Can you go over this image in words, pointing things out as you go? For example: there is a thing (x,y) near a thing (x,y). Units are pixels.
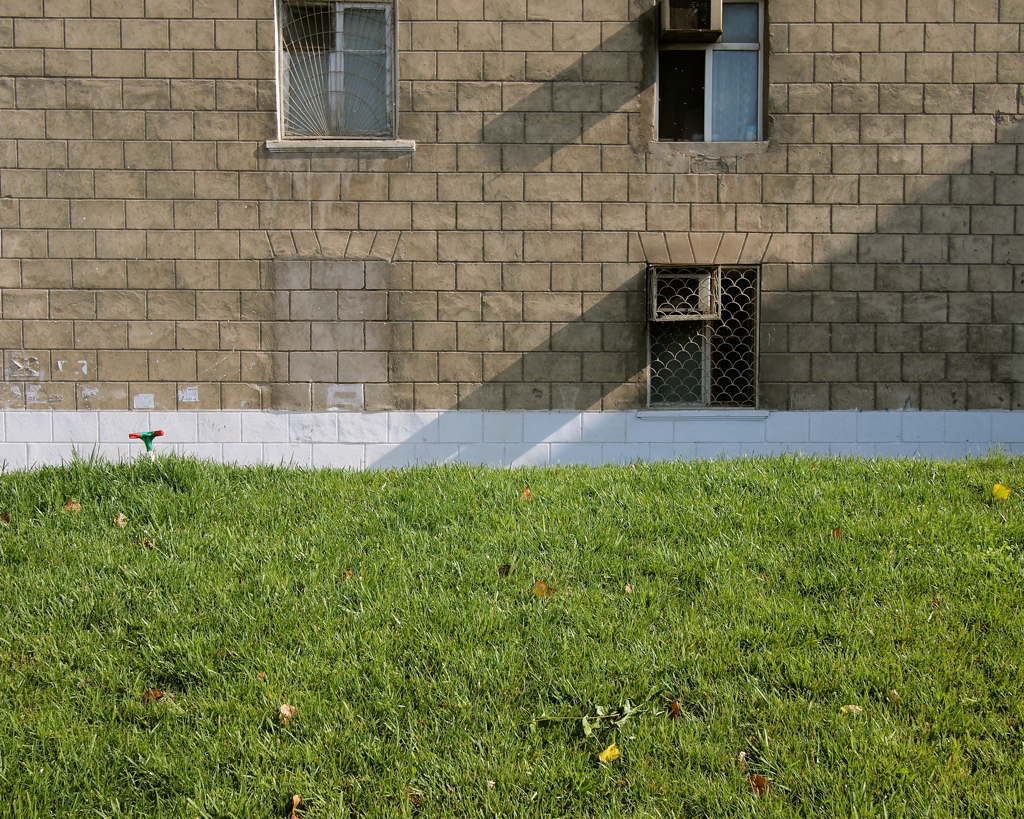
In this picture I can see the building (608,363). At the bottom (482,729) I can see the grass (569,729) and leaves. At the top (723,121) I can see the windows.
